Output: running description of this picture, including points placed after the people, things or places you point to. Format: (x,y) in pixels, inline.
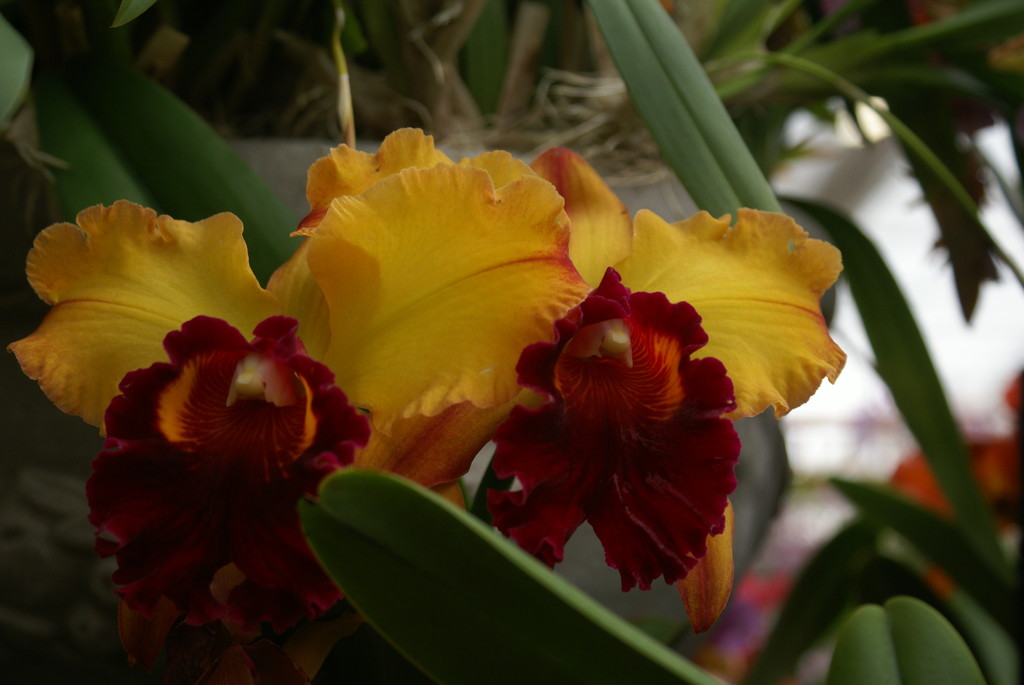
In this picture I can see some flowers (456,415) to the plants (374,74).
